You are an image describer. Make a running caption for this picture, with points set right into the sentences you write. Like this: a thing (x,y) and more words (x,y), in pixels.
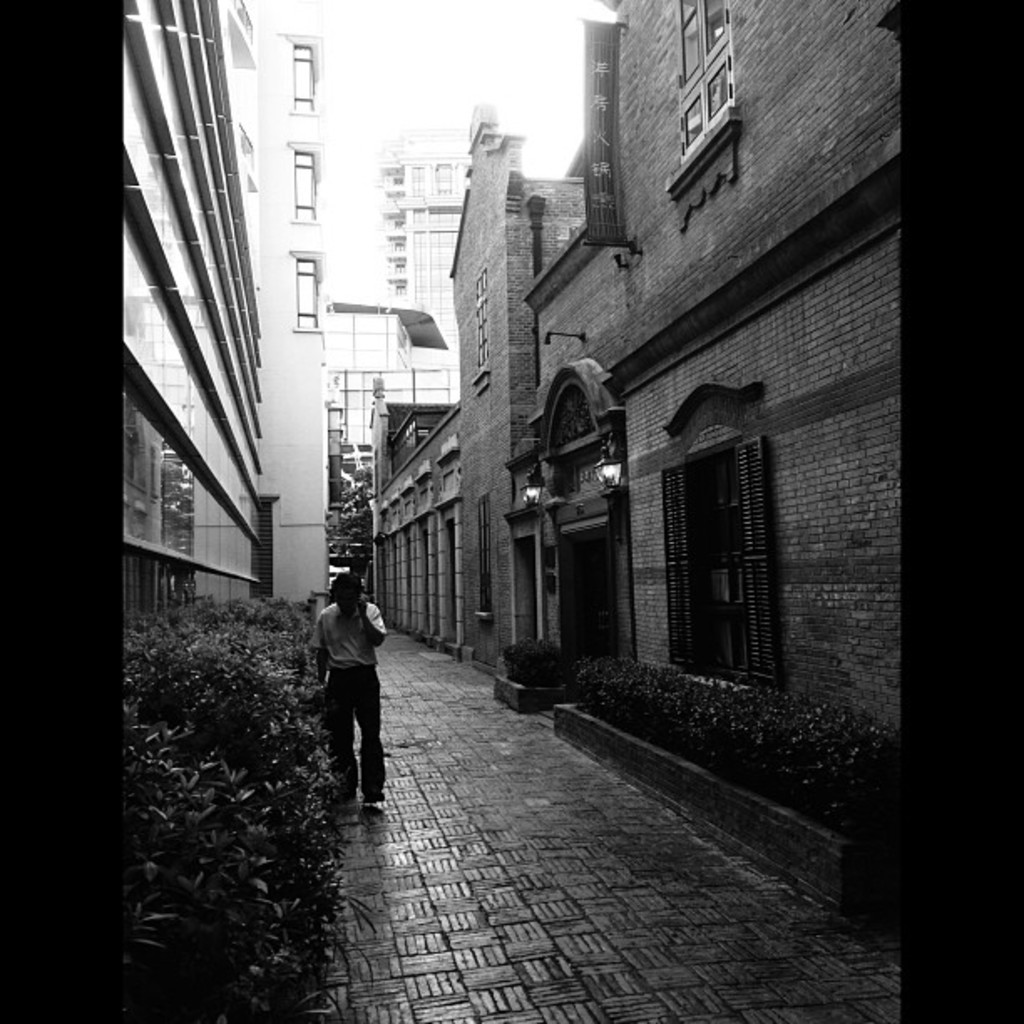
In this picture there is a man (357,624) who is wearing t-shirt (336,652), trouser (335,693) and shoe (370,799). He is standing near to the plants (258,687). In the background (460,253) we can see many buildings (245,542). On the right (692,17) we can see windows (685,589), doors (585,614) and lights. At the top (547,20) there is a sky (414,13).
